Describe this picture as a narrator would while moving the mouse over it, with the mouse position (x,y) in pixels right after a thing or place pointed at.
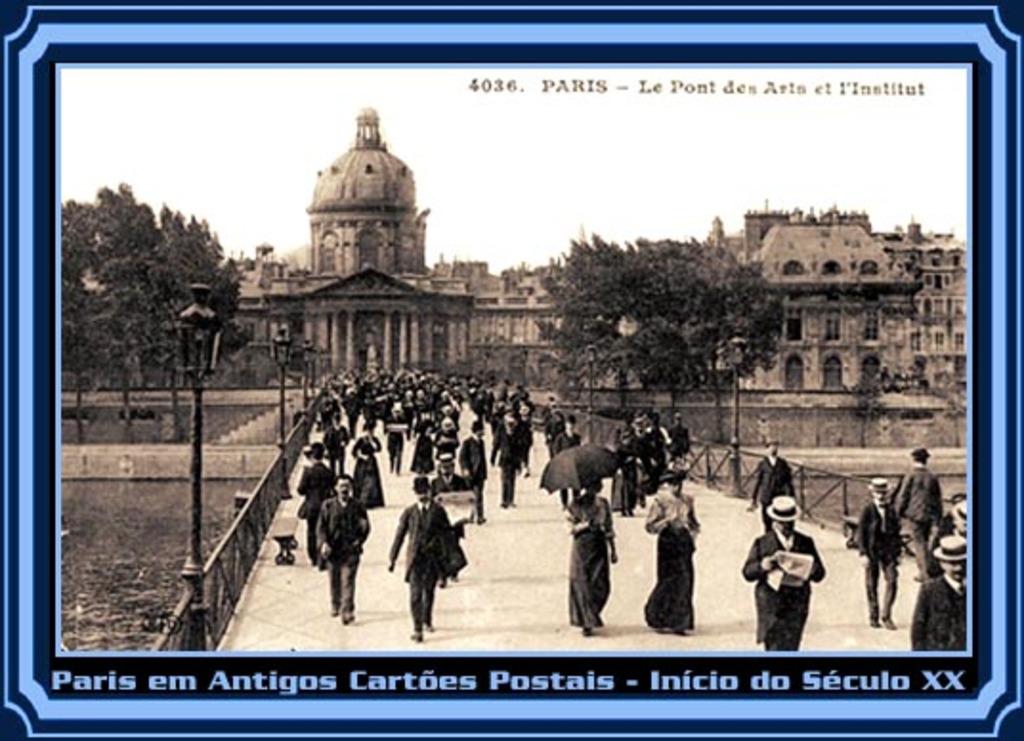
This picture is a black and white image with blue color borders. In this image we can see some buildings (488,374), one bridge (899,626), some people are walking on the bridge (535,563), some lights (196,449) with poles (196,429), some objects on the bridge (542,589), some text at the top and bottom of the image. Some people (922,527) are holding objects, one river (104,607), some trees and at the top (426,201) there is the sky (422,201).
